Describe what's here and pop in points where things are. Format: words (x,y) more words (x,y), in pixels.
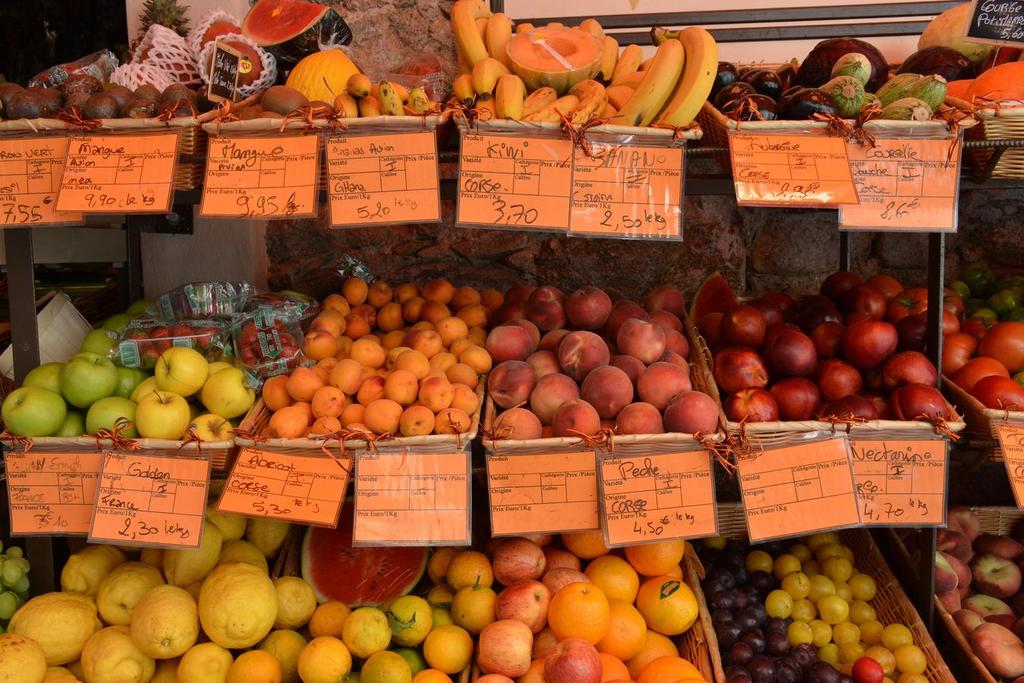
In this image we can see fruits (401,405) arranged in baskets (69,444). There are boards (619,481) with some text (529,160) on it.
